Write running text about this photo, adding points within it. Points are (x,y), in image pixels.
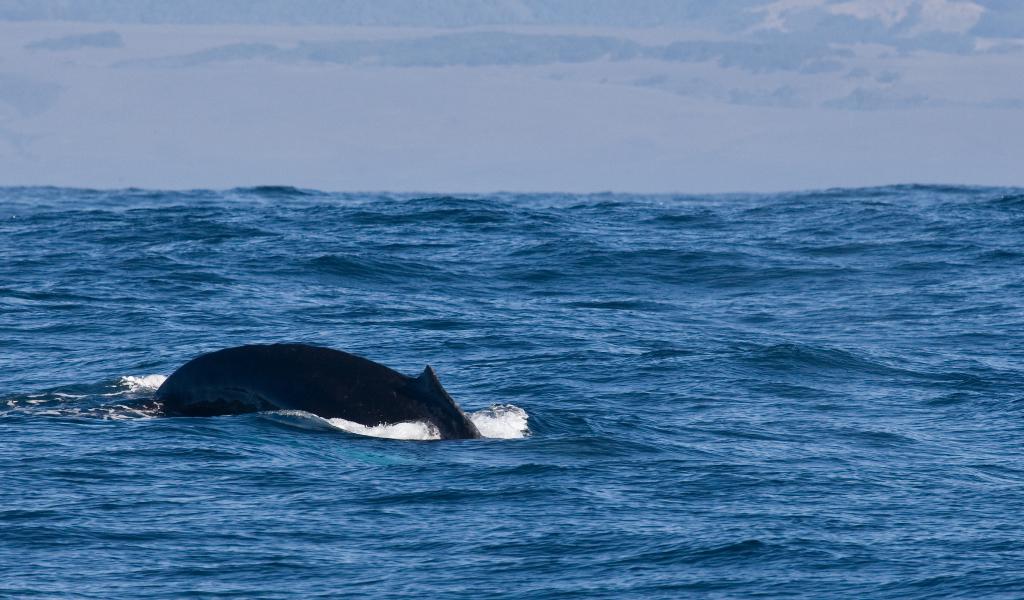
In this picture we can observe an animal (292,398) in the water (171,440) which is swimming. In the background (496,302) there is an ocean (565,245) and a sky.
